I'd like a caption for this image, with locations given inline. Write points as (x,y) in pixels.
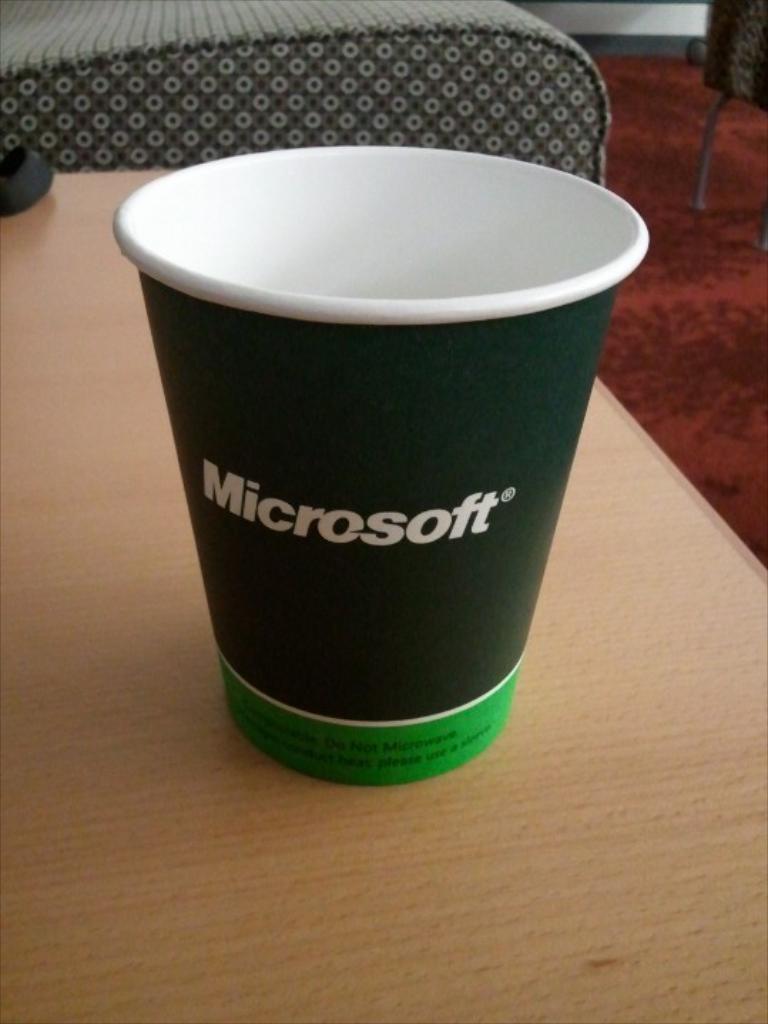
On the background of the picture (419,69) we can see chairs (466,14). Here we can see a glass (394,551) on the table (433,840).
